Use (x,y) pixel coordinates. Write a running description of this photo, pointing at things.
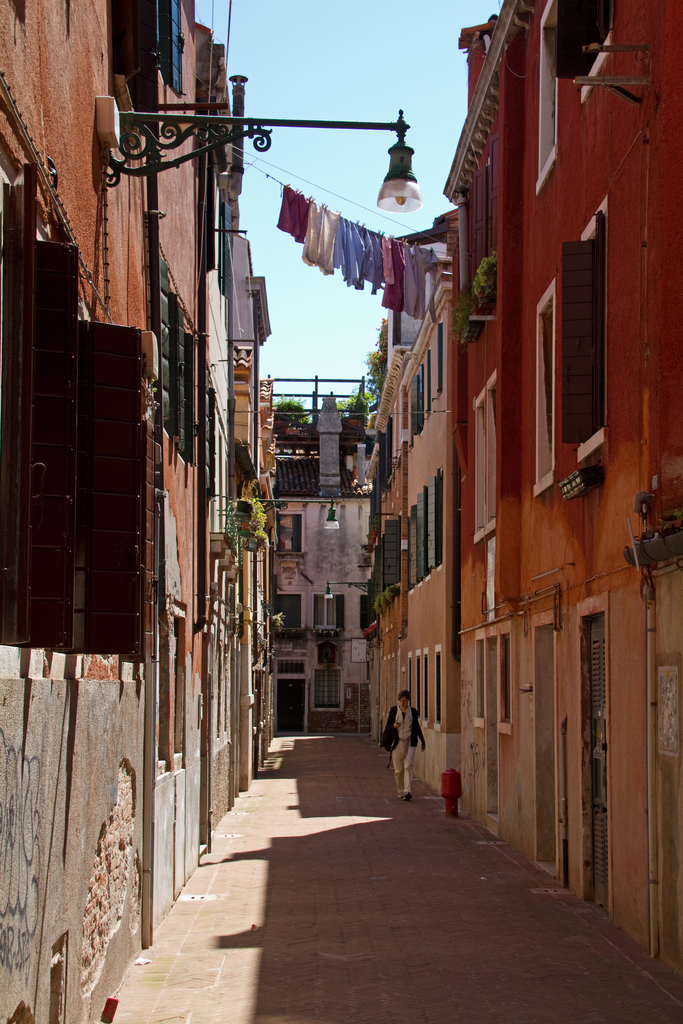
In this image, in the middle (357,566) there are buildings (329,666), women (417,735), clothes (333,225), lights (410,195), windows (298,515), plants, floor (333,822), sky (377,176).
